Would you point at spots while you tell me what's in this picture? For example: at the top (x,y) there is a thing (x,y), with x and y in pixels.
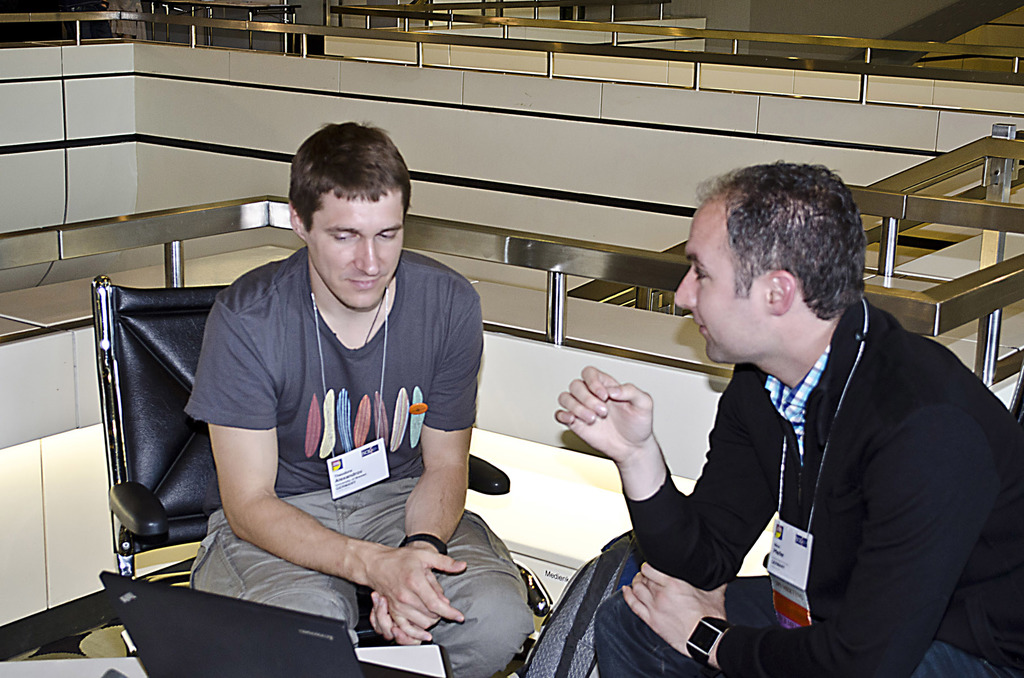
Here in this picture we can see two men (478,366) sitting on chairs (192,475) present on the floor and in front of them we can see a table (122,665), on which we can see a laptop (179,648) present and both of them are wearing ID cards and smiling and behind them we can see a railing (667,287) present.
